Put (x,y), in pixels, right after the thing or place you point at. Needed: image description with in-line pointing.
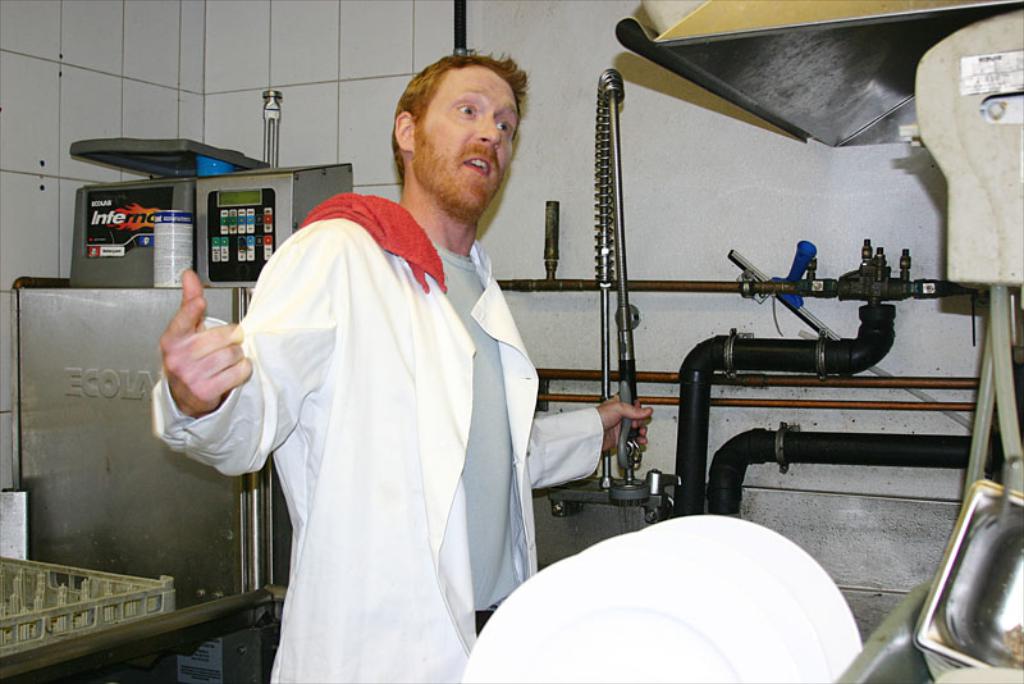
In the picture there is a man (320,619) standing and holding an object (624,494) with the hand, there are machines (1009,228) present, there is a wall (578,56).
